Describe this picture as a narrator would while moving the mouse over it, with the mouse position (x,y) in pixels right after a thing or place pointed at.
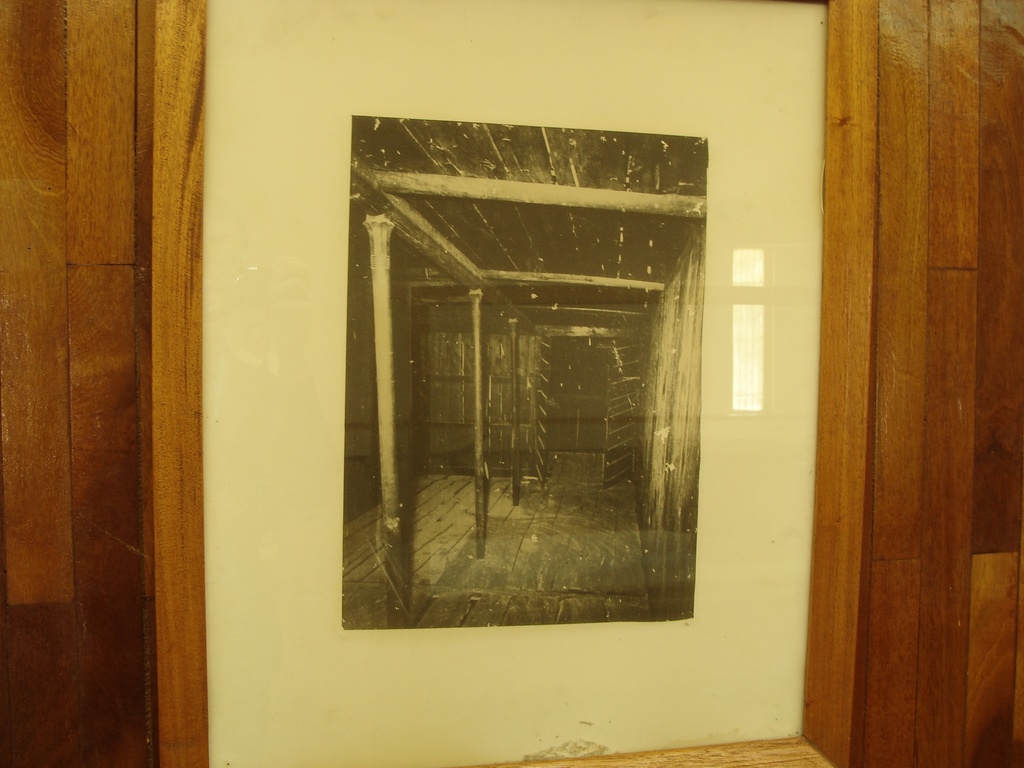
There is a frame (684,291) on the wall (997,199) and this is wood (972,635).
